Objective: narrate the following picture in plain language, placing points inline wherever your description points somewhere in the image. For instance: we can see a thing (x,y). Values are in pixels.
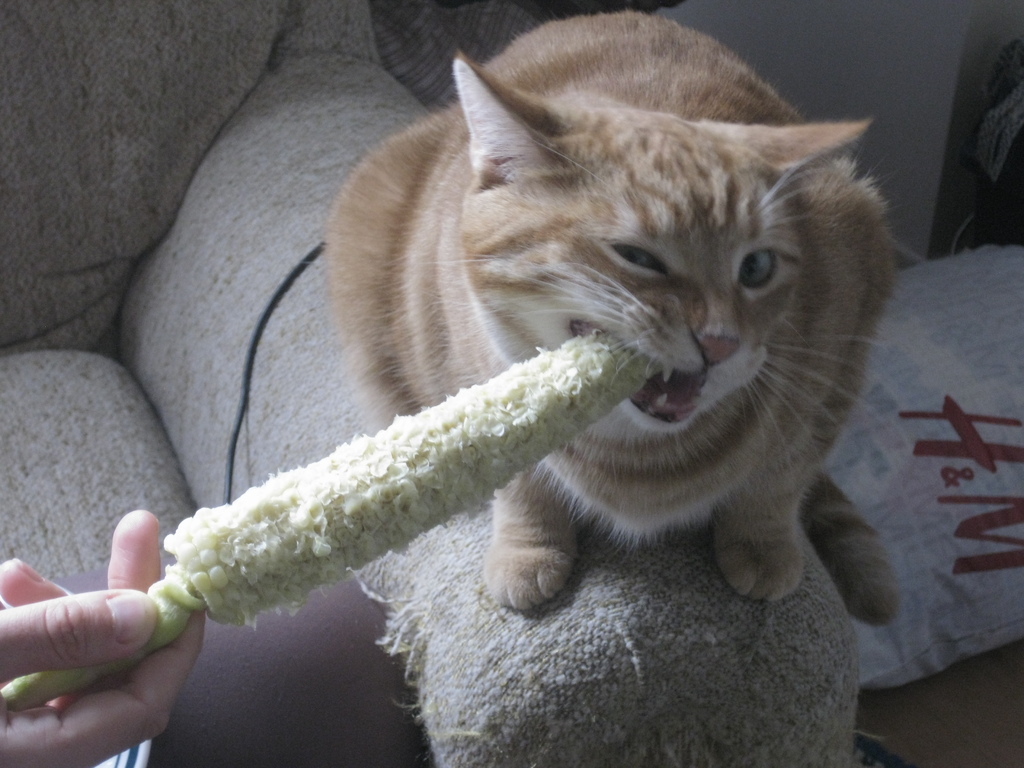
In this picture we can see a cat (598,328) is sitting on a couch (616,555) and a person (85,655) is holding a bare corn cob (159,637) and we can see only person hand (149,607). On the couch (281,308) there is a cable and other things (943,392).
